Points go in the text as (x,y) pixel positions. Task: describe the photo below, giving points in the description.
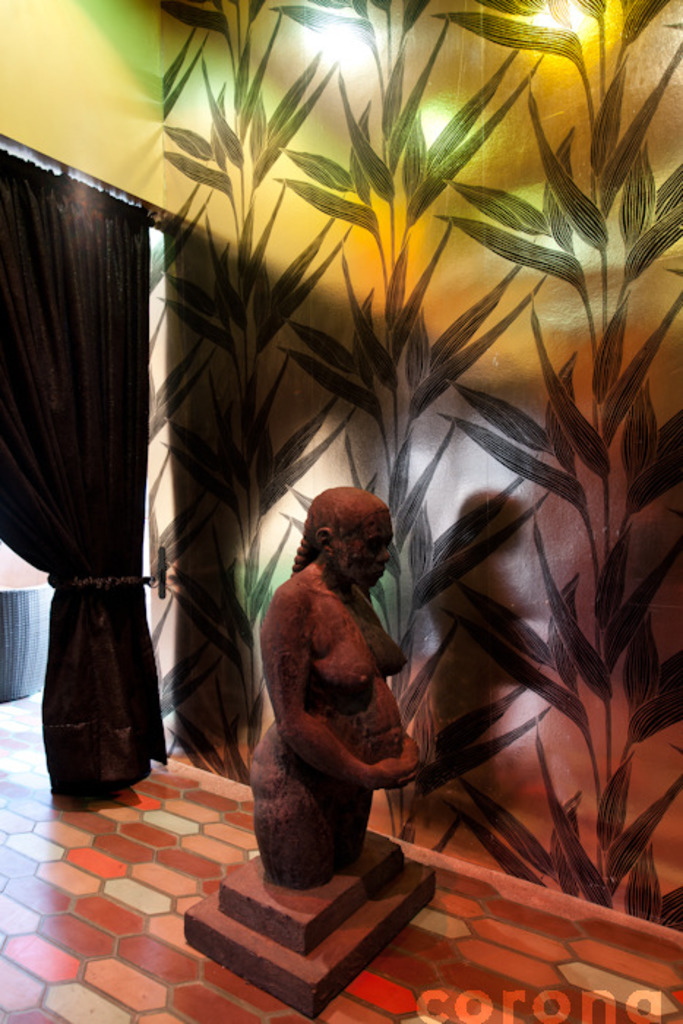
In this picture there is a small woman statue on the pedestal (231,903). Behind we can see a gold color wallpaper (352,347) on the wall (220,566) and a dark curtain (109,557) beside the wall (155,569).
